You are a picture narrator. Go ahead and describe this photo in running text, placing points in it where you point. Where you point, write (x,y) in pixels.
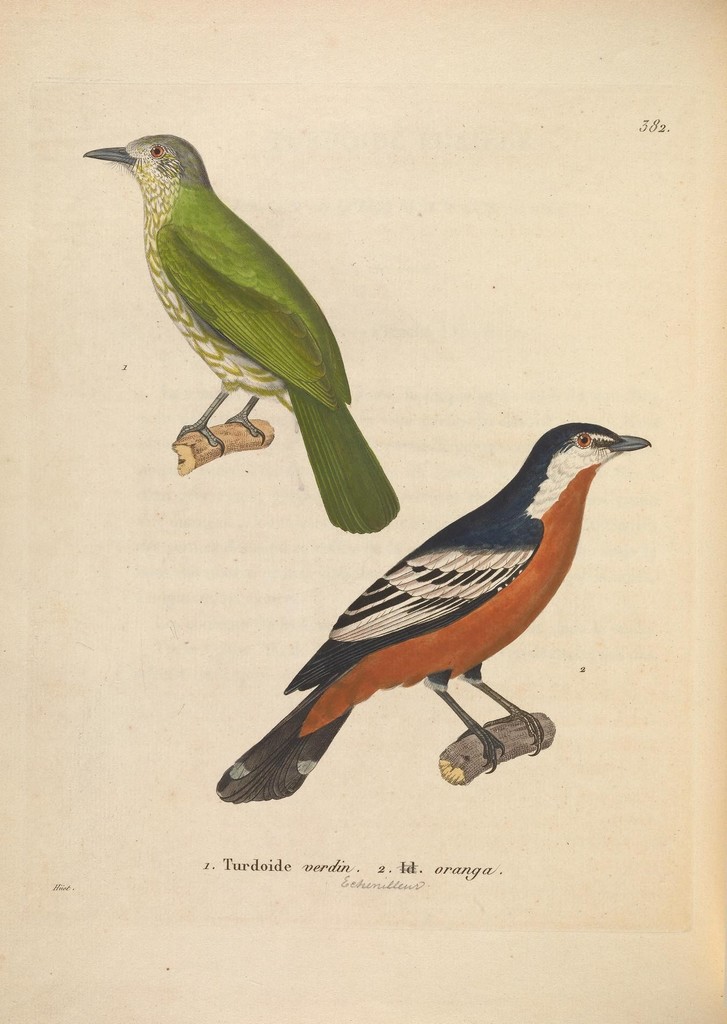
In this image there are two birds (257,301) on a wooden object (184,450), there is text (244,868), there are numbers (645,126), the background of the image (646,180) is white in color.
